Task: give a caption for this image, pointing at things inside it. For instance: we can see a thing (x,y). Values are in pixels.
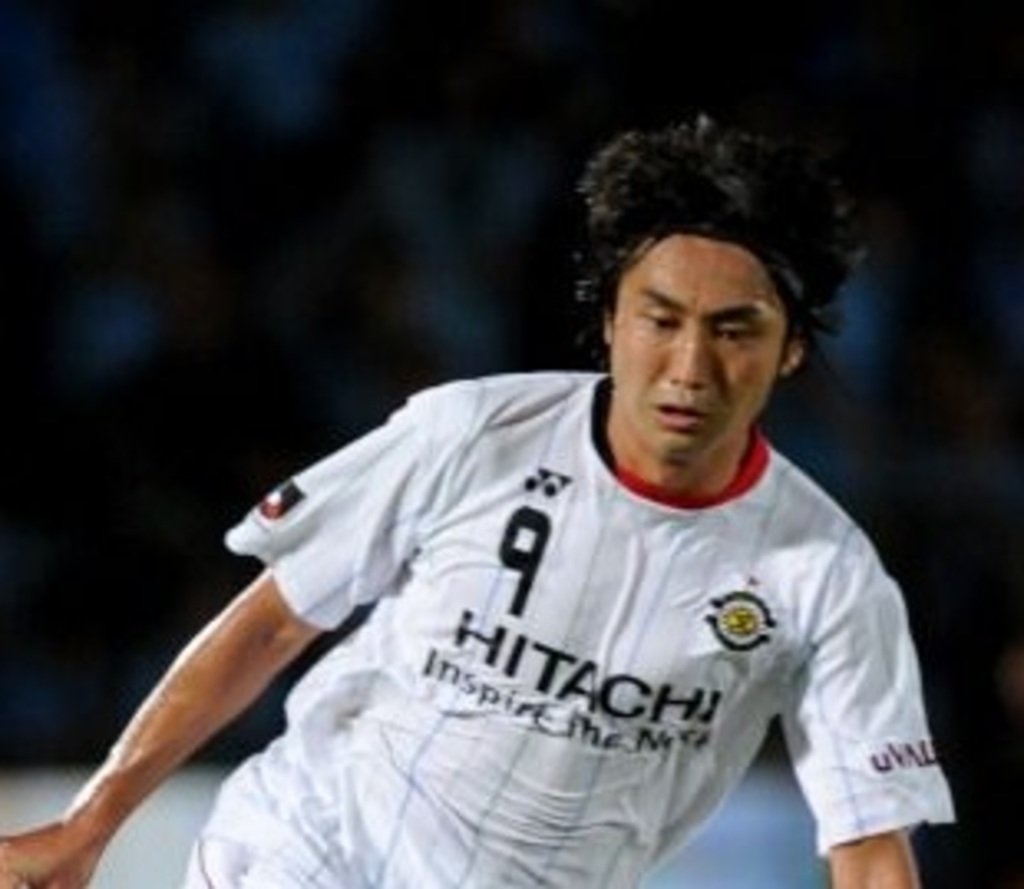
In this image, we can see a person (620,653) wearing T-shirt (484,602). We can also see the blurred background (422,49).
